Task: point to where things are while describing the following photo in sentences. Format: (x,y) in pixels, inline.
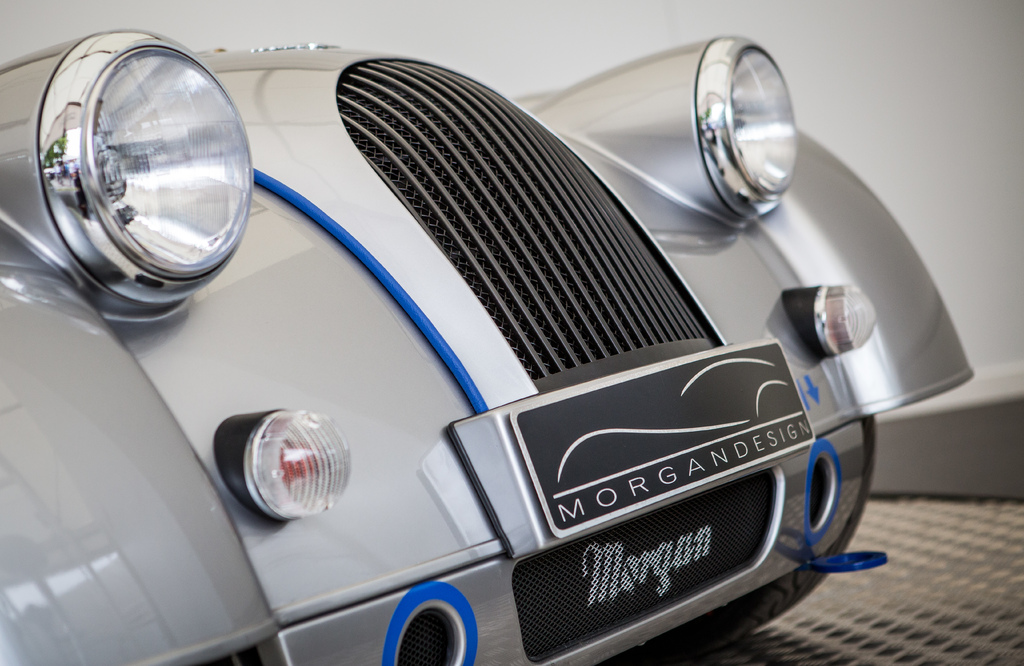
This is a picture of a front part of the car (733,281), which is on the path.
